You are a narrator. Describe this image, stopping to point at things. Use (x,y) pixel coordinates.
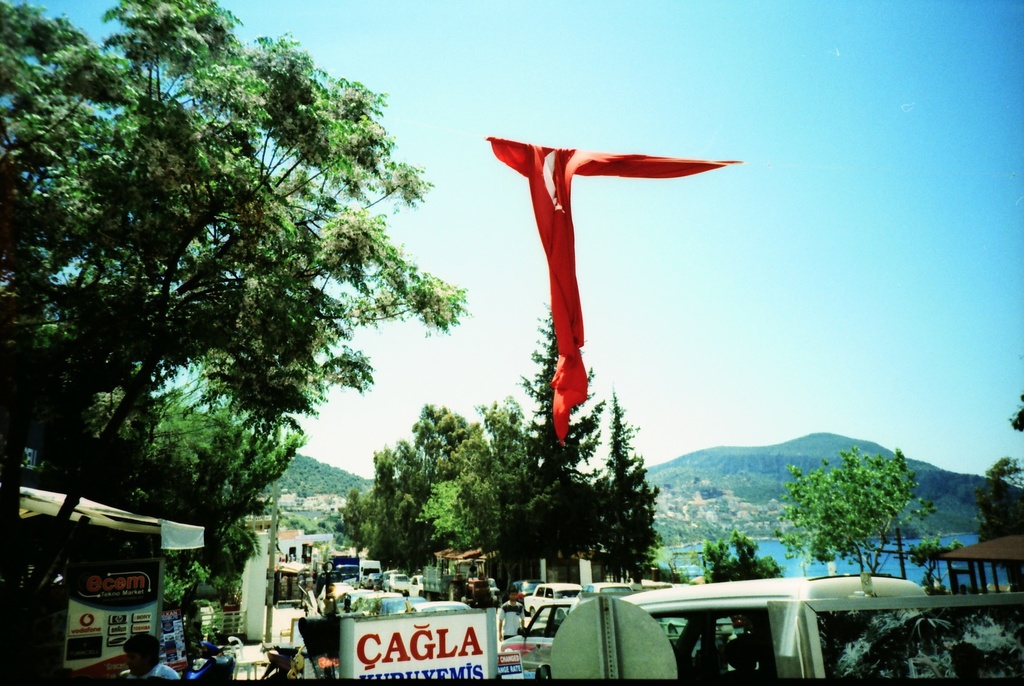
In the foreground of the image (395,598) we can see group of vehicles (396,588) parked on the ground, some persons (506,636) are standing and some sign boards (454,657) with some text (393,653). In the center of the image (561,238) we can see a group of trees (554,522), flag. In the background (774,552), we can see water (769,553), mountains (729,499), buildings (307,552) and the sky (853,158).
